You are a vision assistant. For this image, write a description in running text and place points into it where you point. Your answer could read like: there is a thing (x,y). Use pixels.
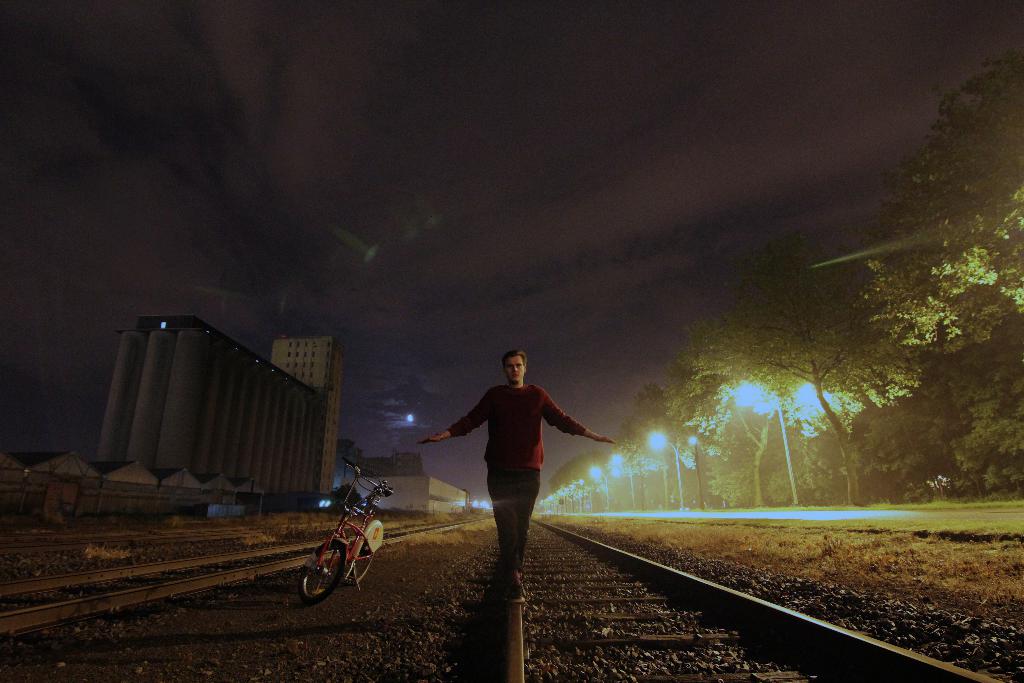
In the image we can see there is a person (523,479) standing on the railway tracks (527,613) and beside there is a bicycle (366,526). There are buildings (170,455) and street light poles (695,446) on the road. Behind there are lot of trees (919,334).
